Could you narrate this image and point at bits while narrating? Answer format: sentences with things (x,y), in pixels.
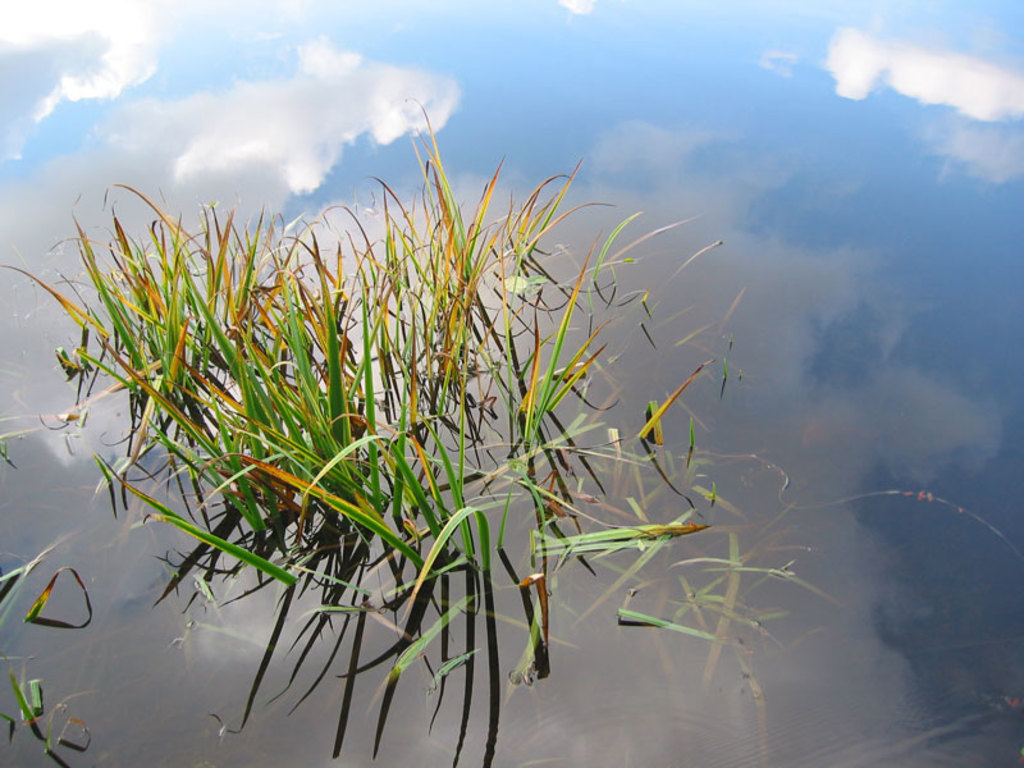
In this image we can see some grass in the water (491,549), one object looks like a wire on the water (748,513) on the right side of the image (1014,550), it looks like a pond (362,564) with water (711,606), and we can see the reflection (596,374) of the sky (609,719) in the water (496,700).
